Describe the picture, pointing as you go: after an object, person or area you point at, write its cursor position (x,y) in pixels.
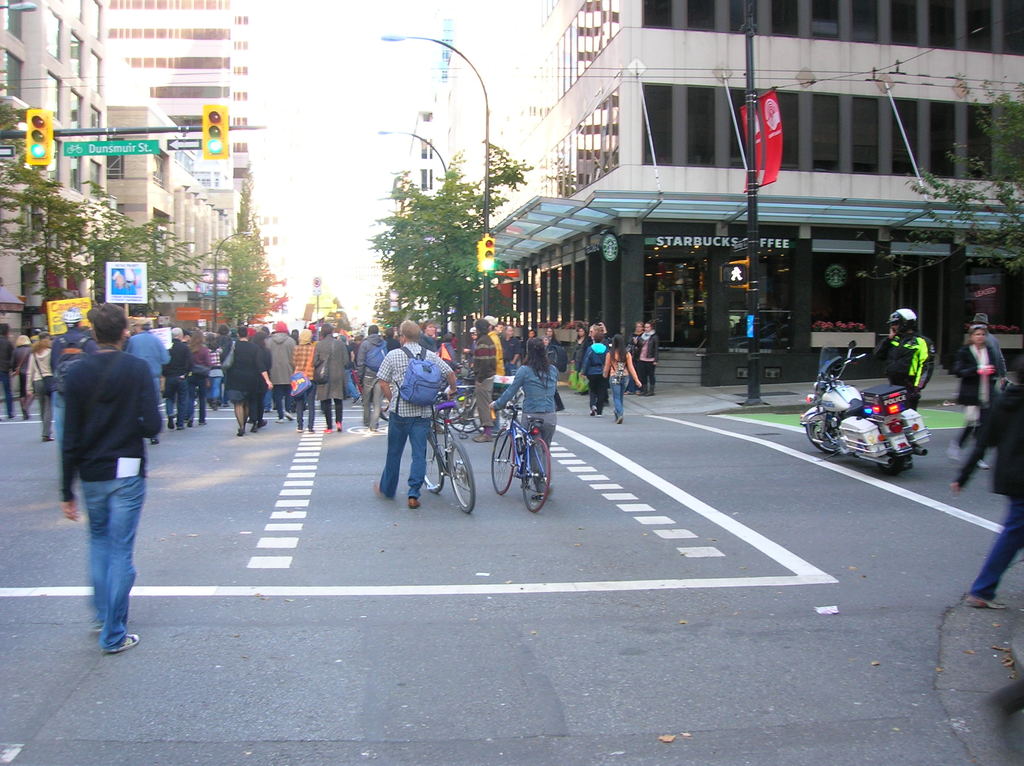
In the picture we can see group of people (314,328) walking along the road (531,528) and some are holding boards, there are some traffic signals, in the background of the picture (167,230) there are some trees (393,245), buildings (572,207).
